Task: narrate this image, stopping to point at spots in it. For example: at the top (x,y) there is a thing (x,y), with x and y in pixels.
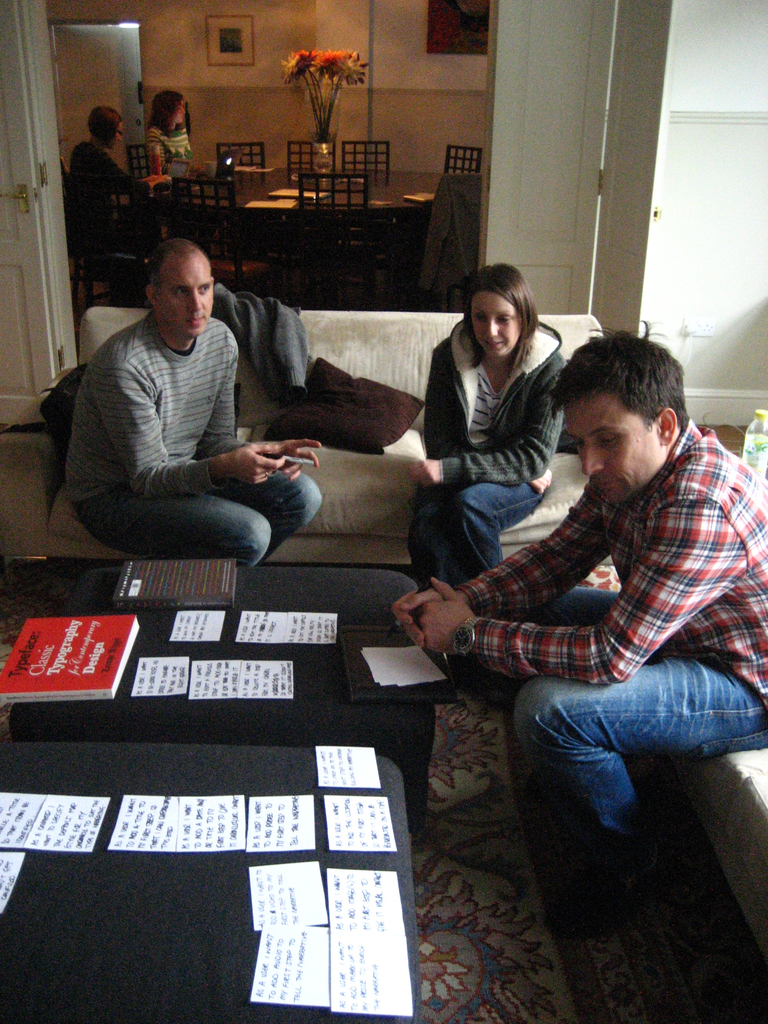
In this image we can see this three people (648,447) are sitting on the sofa (277,407). There are books (133,639) and some papers (183,808) placed in front of them. In the background (397,215) we can see a dining table (266,211) with chairs (137,258) and a flower vase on it.
